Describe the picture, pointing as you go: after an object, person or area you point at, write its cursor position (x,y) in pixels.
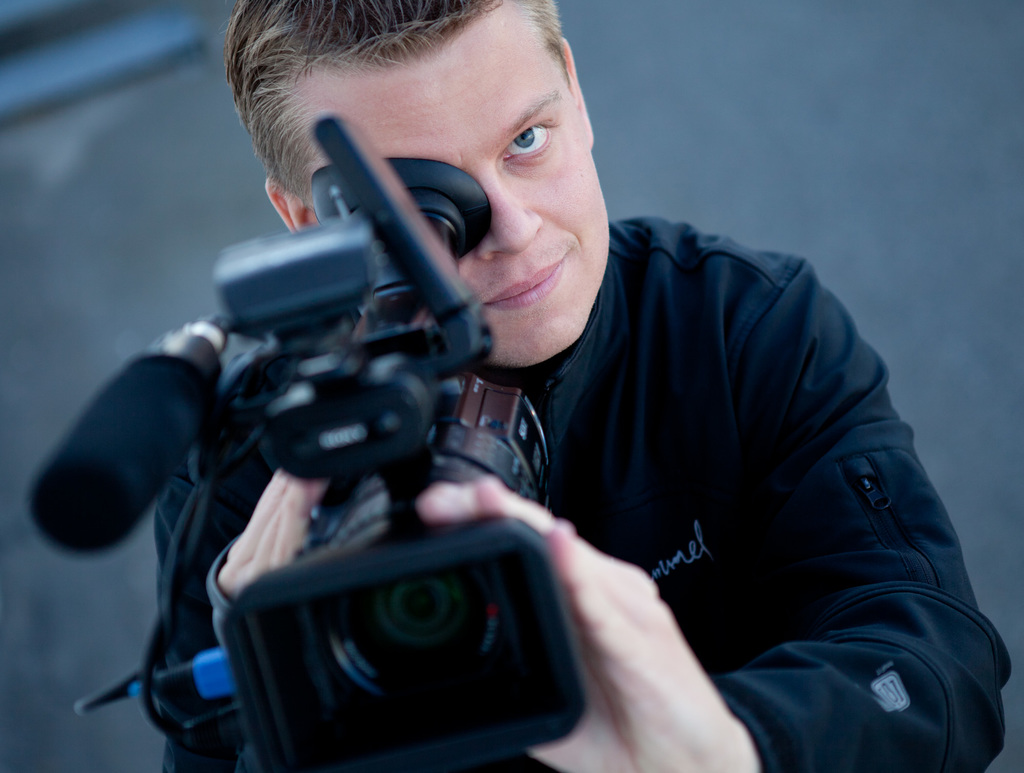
In the image a man (620,726) is standing and holding a camera (398,234). Behind him there is a wall (17,189).
